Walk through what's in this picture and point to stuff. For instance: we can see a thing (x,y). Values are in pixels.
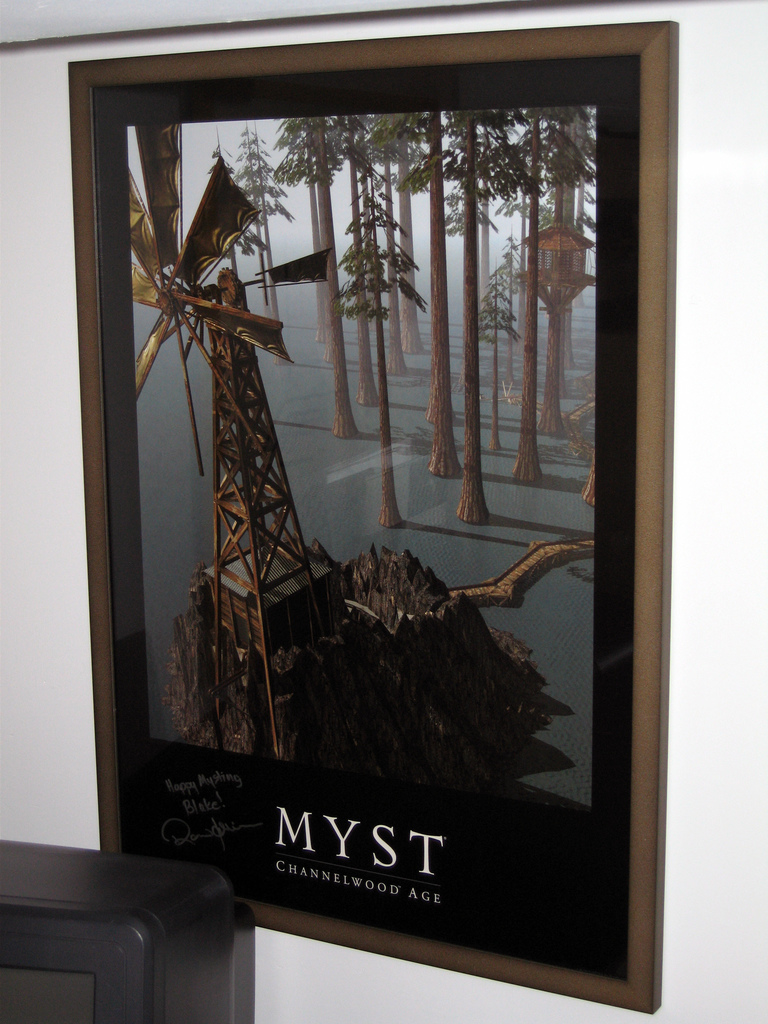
In this picture I can see a photo (411,409) on a white color wall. In the photo (398,357) I can see trees (368,383), a windmill (198,345) and other objects (404,588).
